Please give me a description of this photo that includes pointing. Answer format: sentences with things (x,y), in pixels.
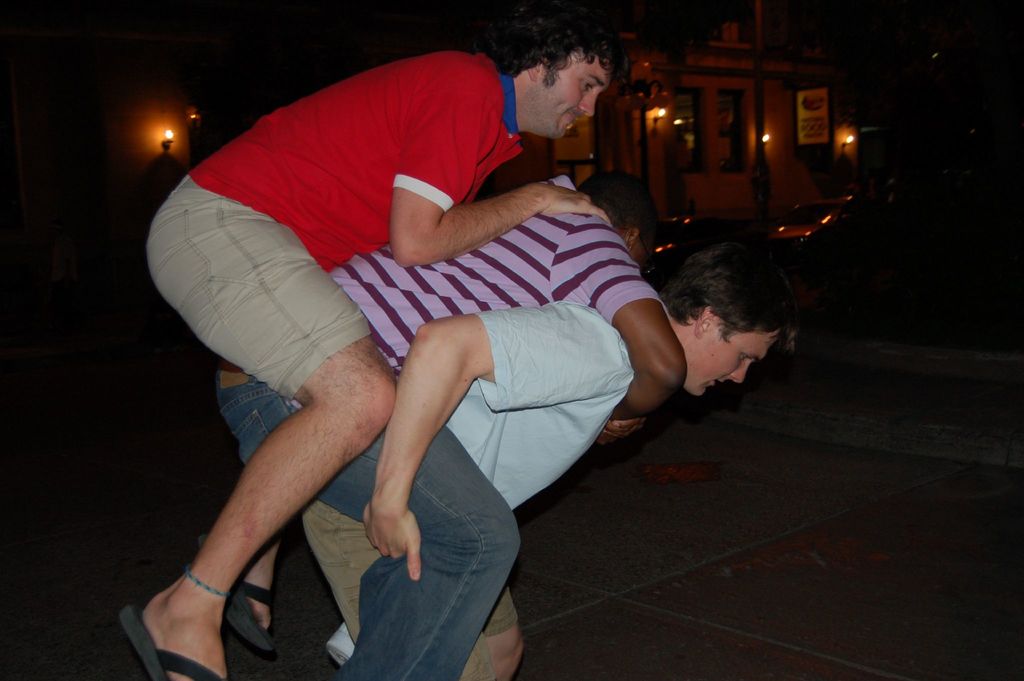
In this picture there is a man (678,302) with blue t-shirt (503,334) is holding the two people (444,290). At the back (795,189) there is a building (662,202) and there are lights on the wall (783,191) and there is a board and there is text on the board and there might be vehicle (802,290) and tree (861,30). At the bottom (765,506) there is a road (868,558).
